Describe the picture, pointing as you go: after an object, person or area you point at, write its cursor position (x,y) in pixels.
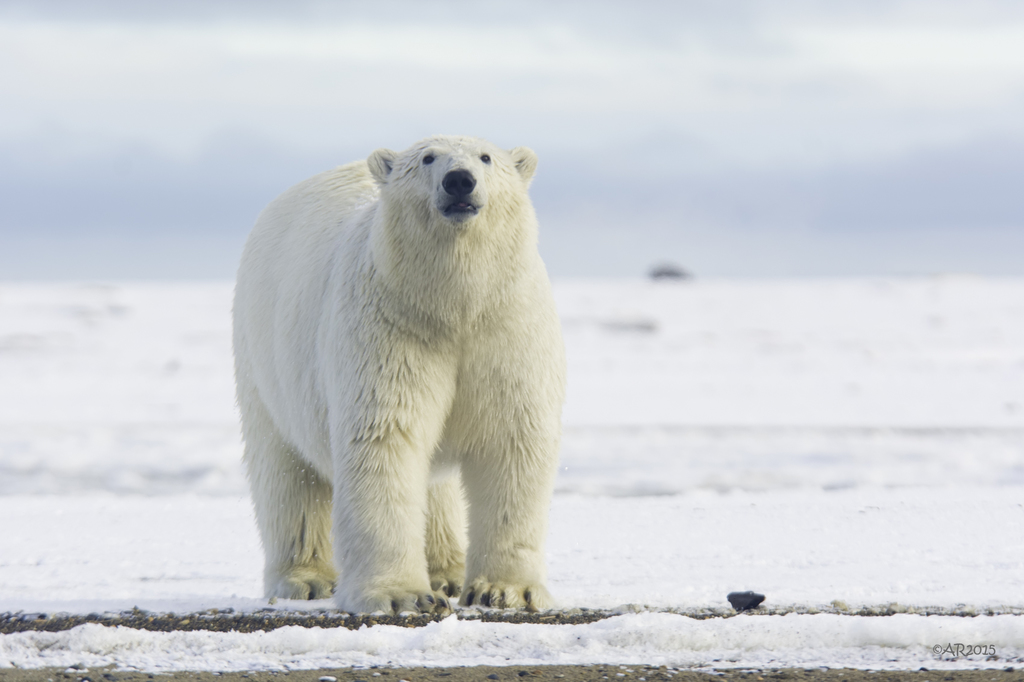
In the middle of the image (467,358) we can see a polar bear (353,348), and also we can see snow (652,386).
